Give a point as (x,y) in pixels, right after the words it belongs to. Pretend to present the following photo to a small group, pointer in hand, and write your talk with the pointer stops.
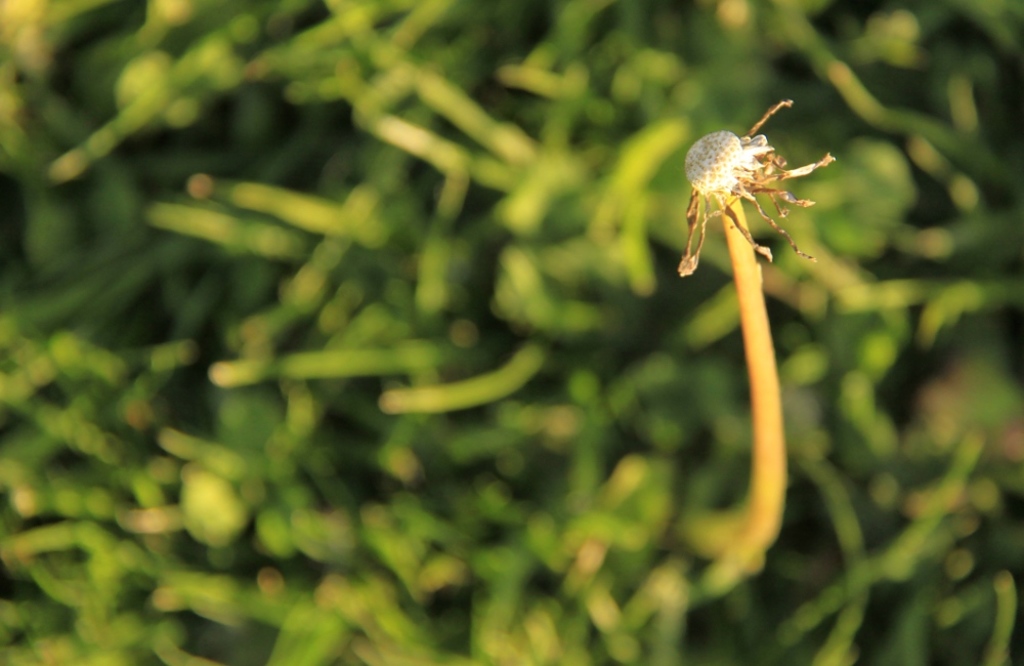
On the right (733,188) we can see white color dandelion (730,174) on a stem (752,291). On the background (607,241) we can see grass (300,400).
